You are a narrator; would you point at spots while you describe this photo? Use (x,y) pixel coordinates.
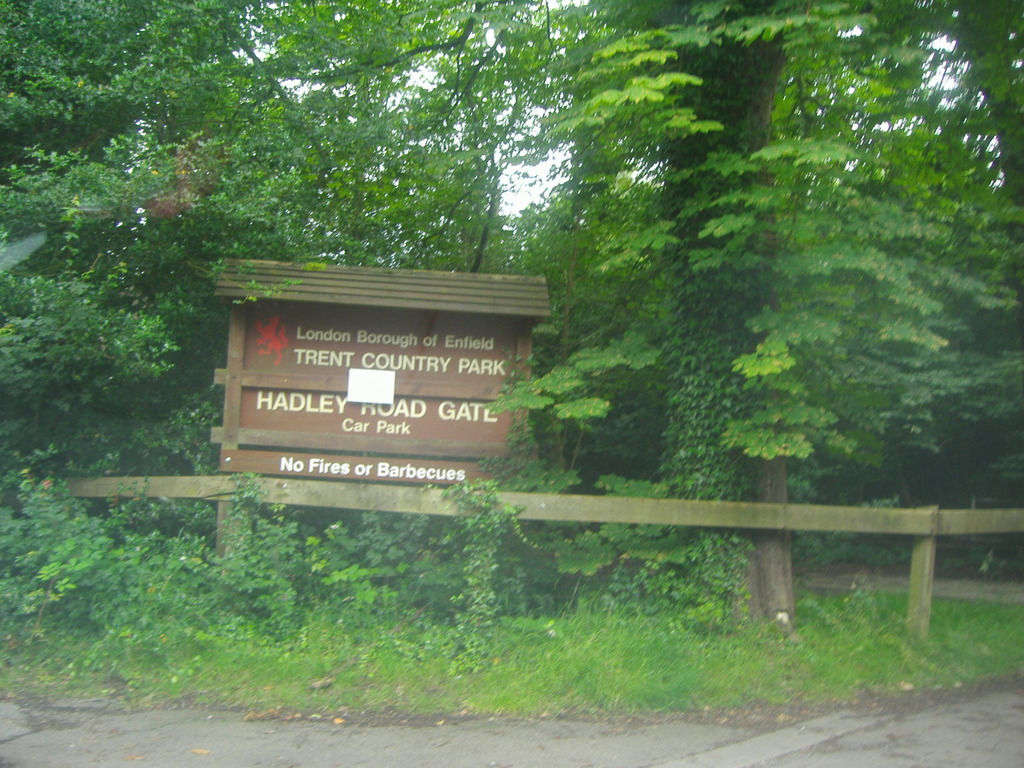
In the center of the image (417,461) there is a board (389,456). At the bottom (579,748) there is a road (730,732) and we can see a fence (666,517). In the background (653,248) there are trees (628,200) and sky (519,190).
